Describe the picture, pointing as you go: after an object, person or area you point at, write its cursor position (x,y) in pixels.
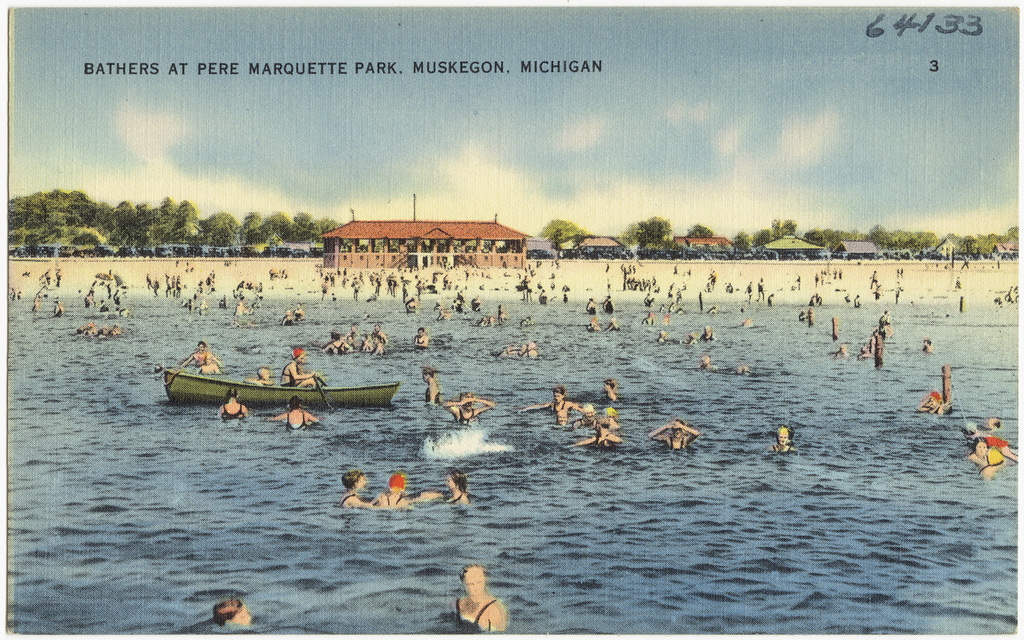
In this image we can see depictions of person (967,262), buildings (377,251), trees (740,234), water (369,481). At the top of the image (559,63) there is text (146,69).
